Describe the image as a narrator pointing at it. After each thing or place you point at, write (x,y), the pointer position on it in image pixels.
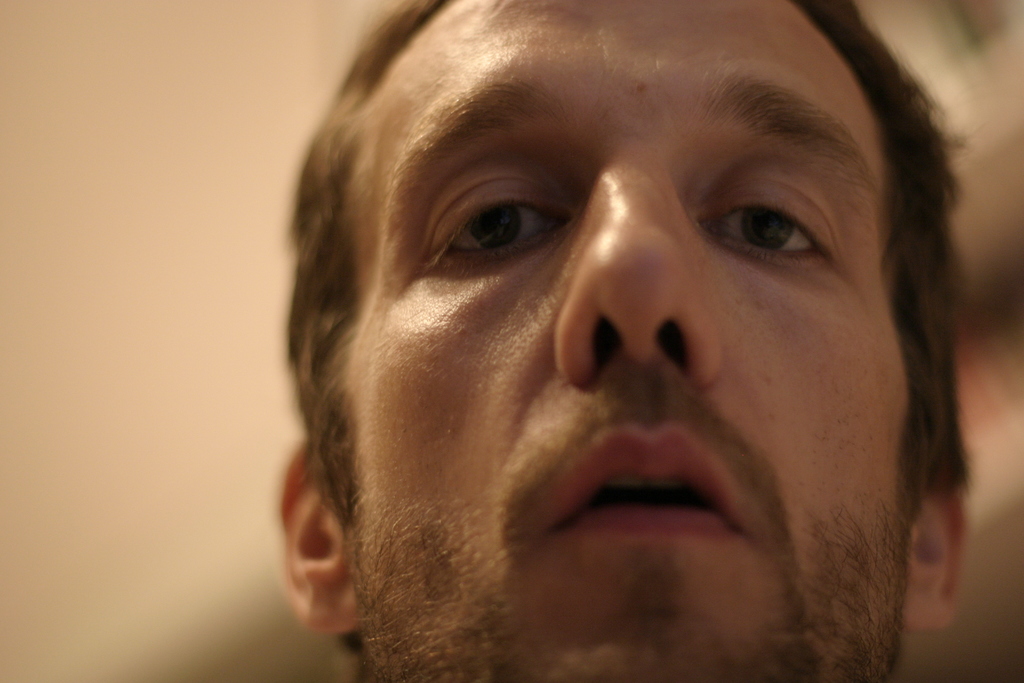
In this image I can see the person's face (545,237) and there is a blurred background (78,314).
